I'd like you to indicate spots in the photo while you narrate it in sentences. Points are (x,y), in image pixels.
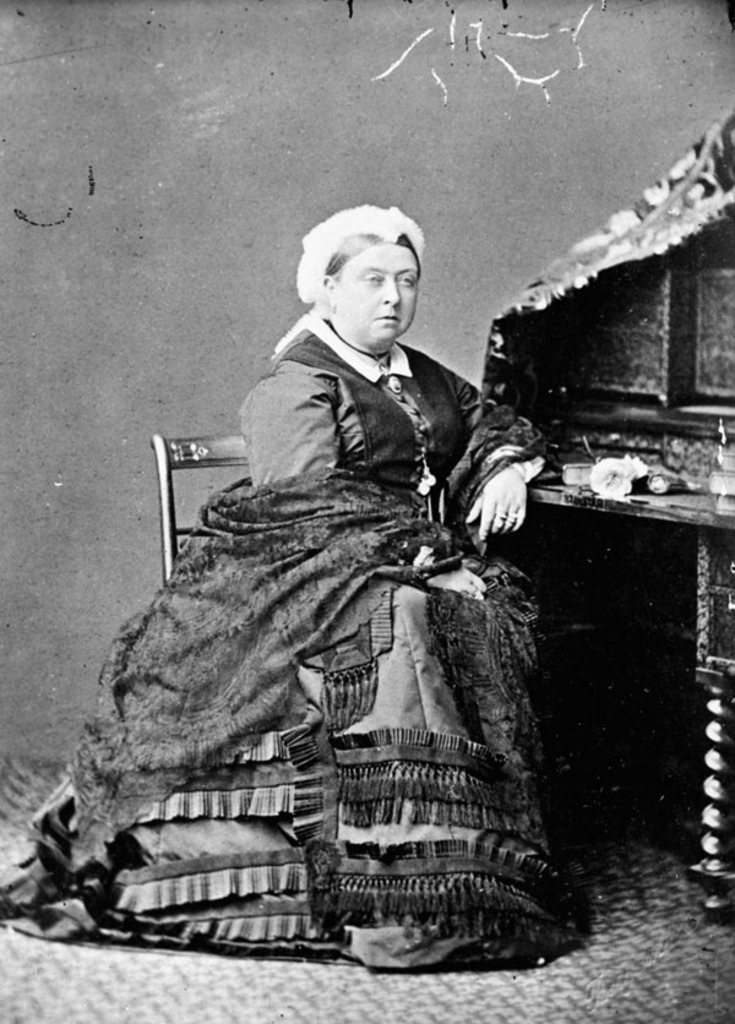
In this picture we can see a person (309,760) sitting on a chair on the ground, here we can see a table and few objects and in the background (238,227) we can see the wall (211,406).
